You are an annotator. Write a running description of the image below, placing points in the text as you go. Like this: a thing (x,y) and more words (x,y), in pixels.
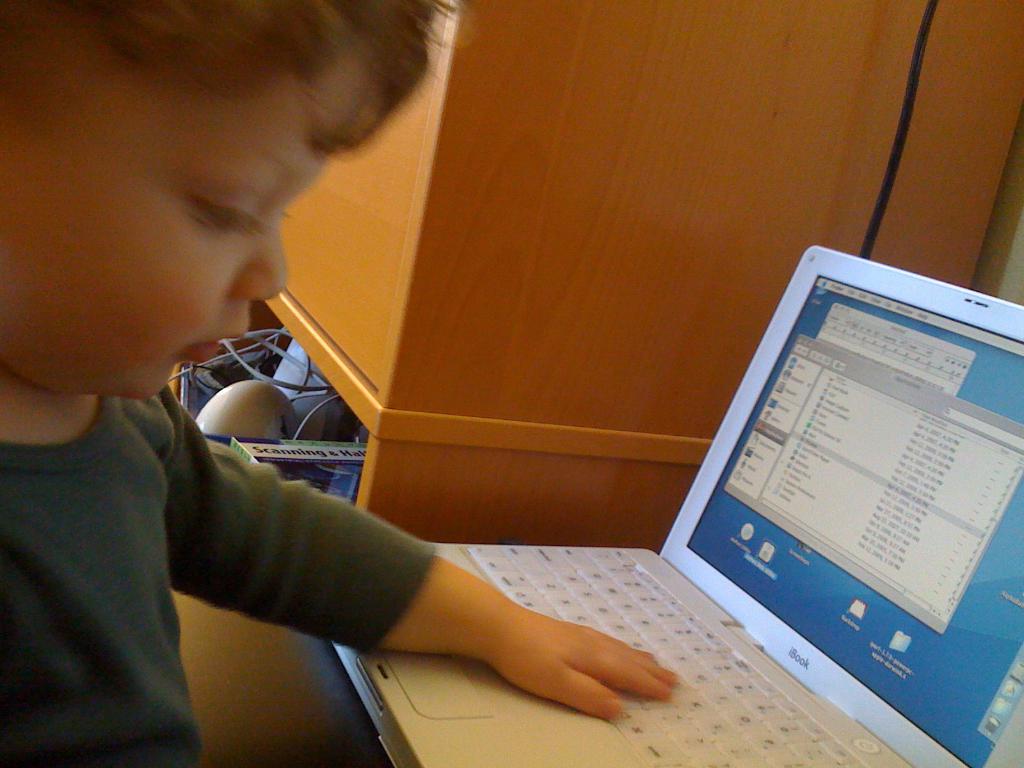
In the foreground of this picture (115,579), there is a boy (225,516) kept hand (623,650) on a laptop (727,659). In the background (561,221), there is cup board (512,418) and few objects (268,395).
